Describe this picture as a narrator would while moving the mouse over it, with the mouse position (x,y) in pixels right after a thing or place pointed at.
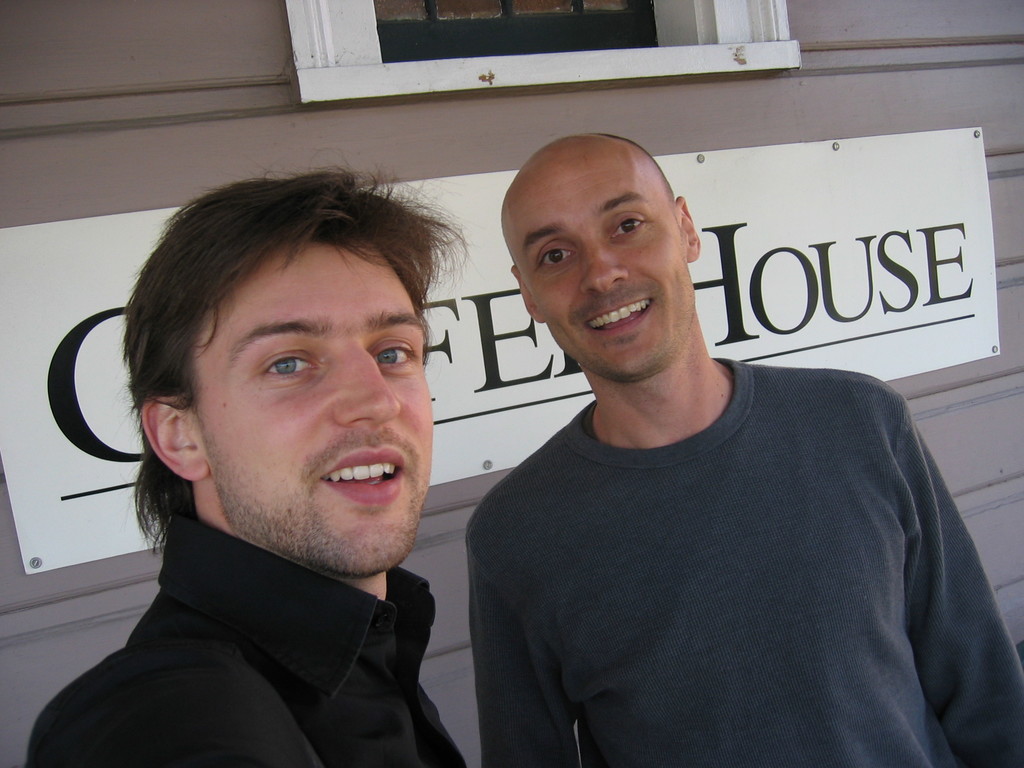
There are two men (312,647) standing and smiling. This looks like a name board (744,180), which is fixed to the wall (104,195). I think this is a window (454,25).
